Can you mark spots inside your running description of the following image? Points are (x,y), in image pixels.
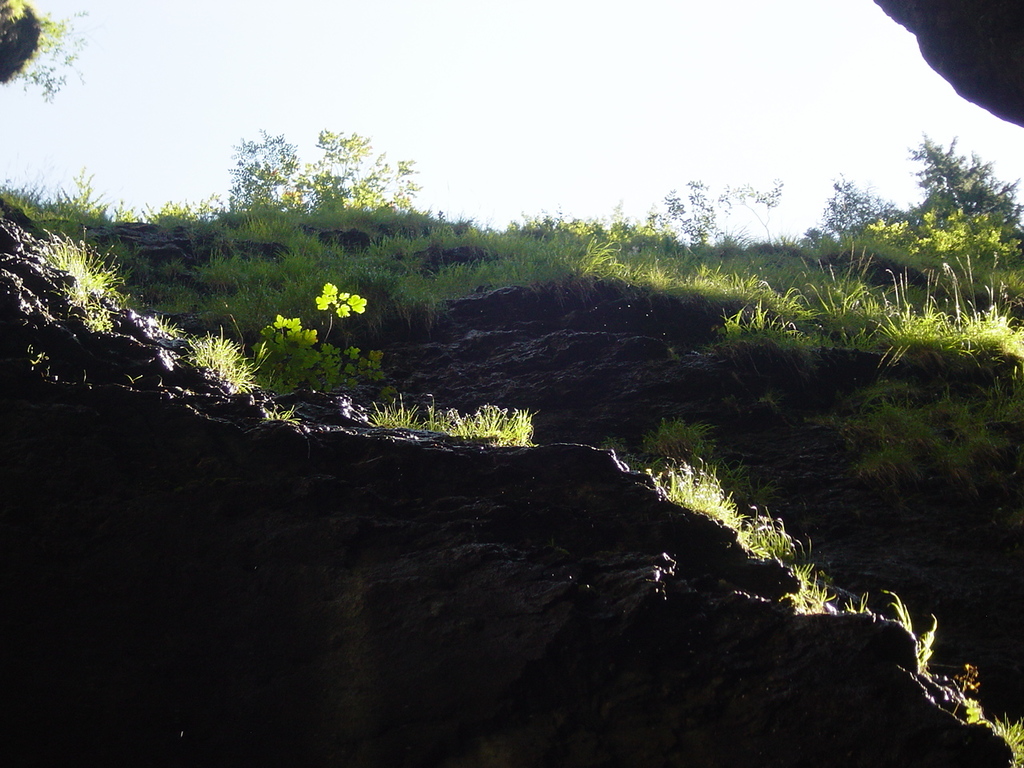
In the picture we can see a rock surface slope (321,420) with some grass (238,376) on it and behind it, we can see a plant (270,362) and behind it, we can see a rock (443,350) with grass (312,258) and some plants (63,209) on the top of it and behind it we can see the sky (599,169).
